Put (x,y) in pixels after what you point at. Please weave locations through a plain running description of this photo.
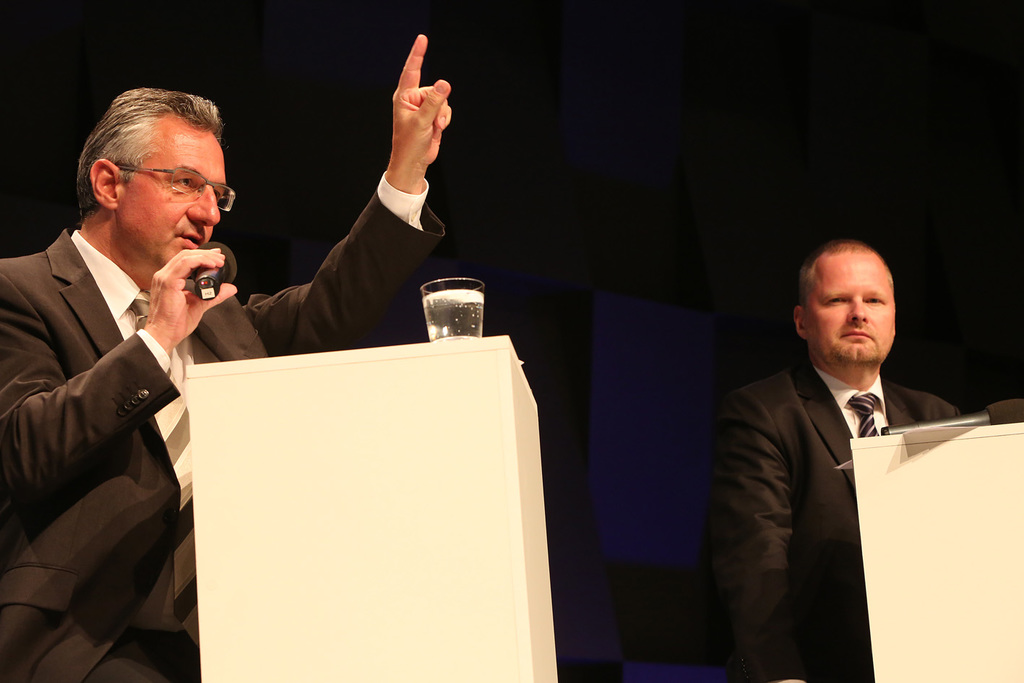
In this image we can see two persons (390,241), one of them is holding a mic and he is talking, in front of them there are tables (428,637), there is a glass of drink (459,331) on one table (376,444), and some papers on the other table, and the background (495,305) is dark.
